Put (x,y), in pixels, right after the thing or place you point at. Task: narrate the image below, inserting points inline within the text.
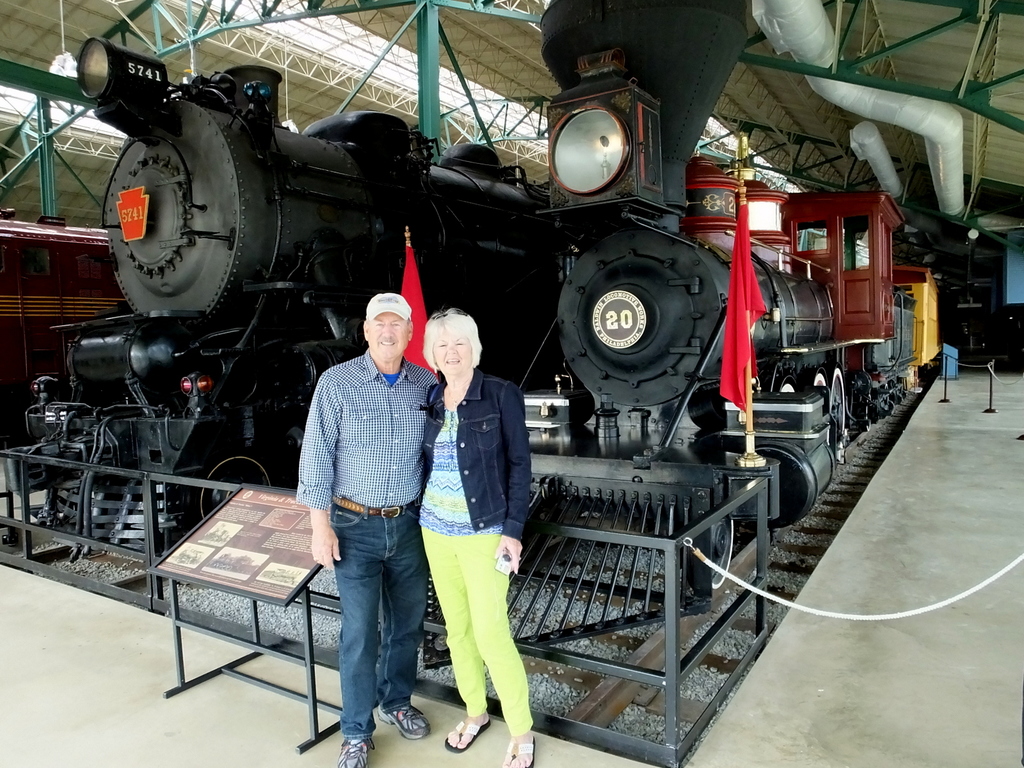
In this image there is a man (360,450) and a woman (461,457) standing. Beside them there is a table (221,557). There is text (272,521) on the table (261,529). Behind them there is a railing (677,542). Behind the railing (120,468) there are trains (673,219). At the top (370,50) there is the ceiling (358,48) of a shed (406,33). There are pipes (889,112) to the ceiling (21,105). In front of the train (717,373) there is a flag (746,322).
